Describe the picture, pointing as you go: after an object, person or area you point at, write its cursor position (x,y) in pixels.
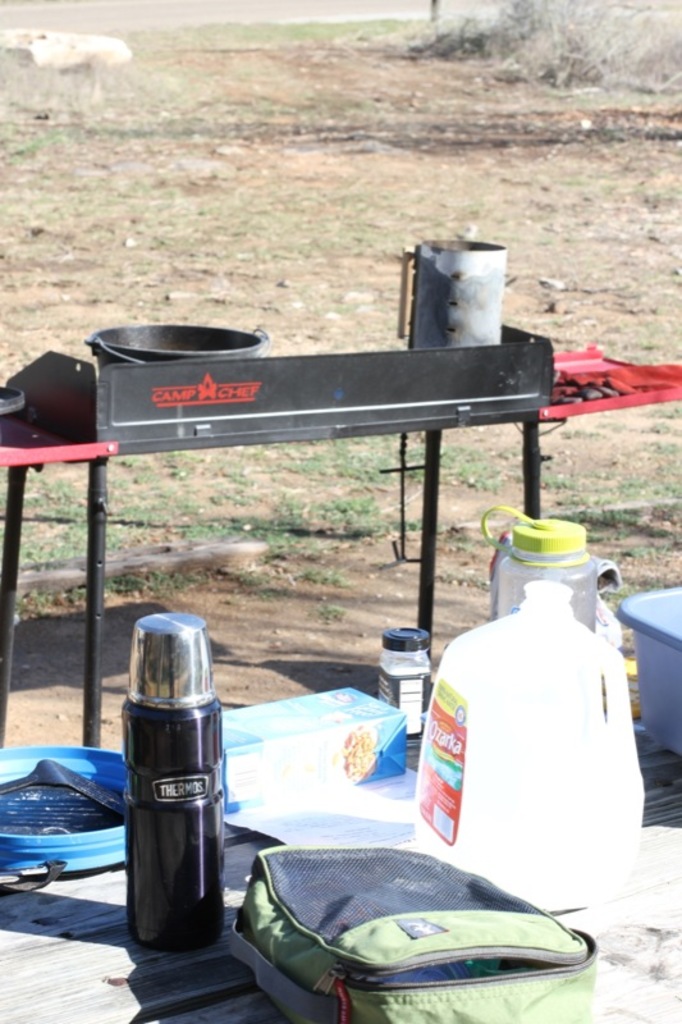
In this picture we can see table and on table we have bag (379,969), can (439,767), flask (178,726), box (230,743), bottle (406,662), basket (636,624) beside to that other table (234,407) vessel (96,343) on it and in background (178,201) we can see ground (300,81).
